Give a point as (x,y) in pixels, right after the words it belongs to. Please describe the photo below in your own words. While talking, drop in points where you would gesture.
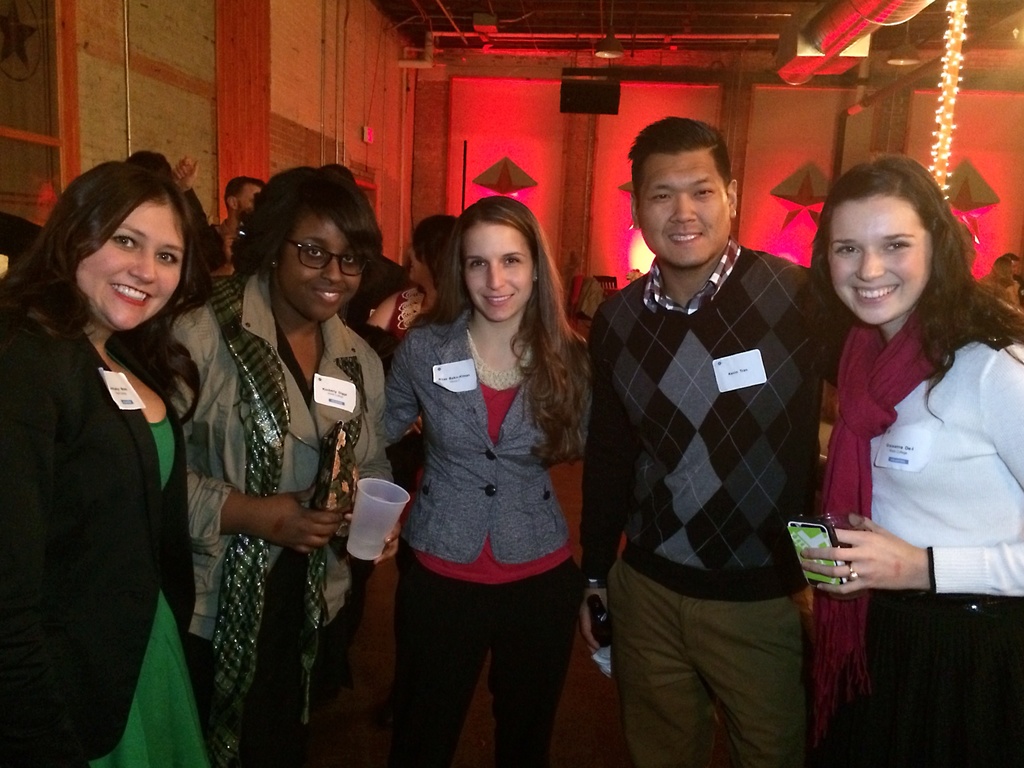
In the foreground of the picture (360,393) there are four women (909,451) and a man (736,305), there are smiling. On the right (946,111) there are lights (946,111). In the background (835,88) there are lights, window blinds (492,137), decorative (498,177) and wall (330,46). In the center of the picture (414,273) there are people (190,183). In the center of the background there is a chair (599,299).
